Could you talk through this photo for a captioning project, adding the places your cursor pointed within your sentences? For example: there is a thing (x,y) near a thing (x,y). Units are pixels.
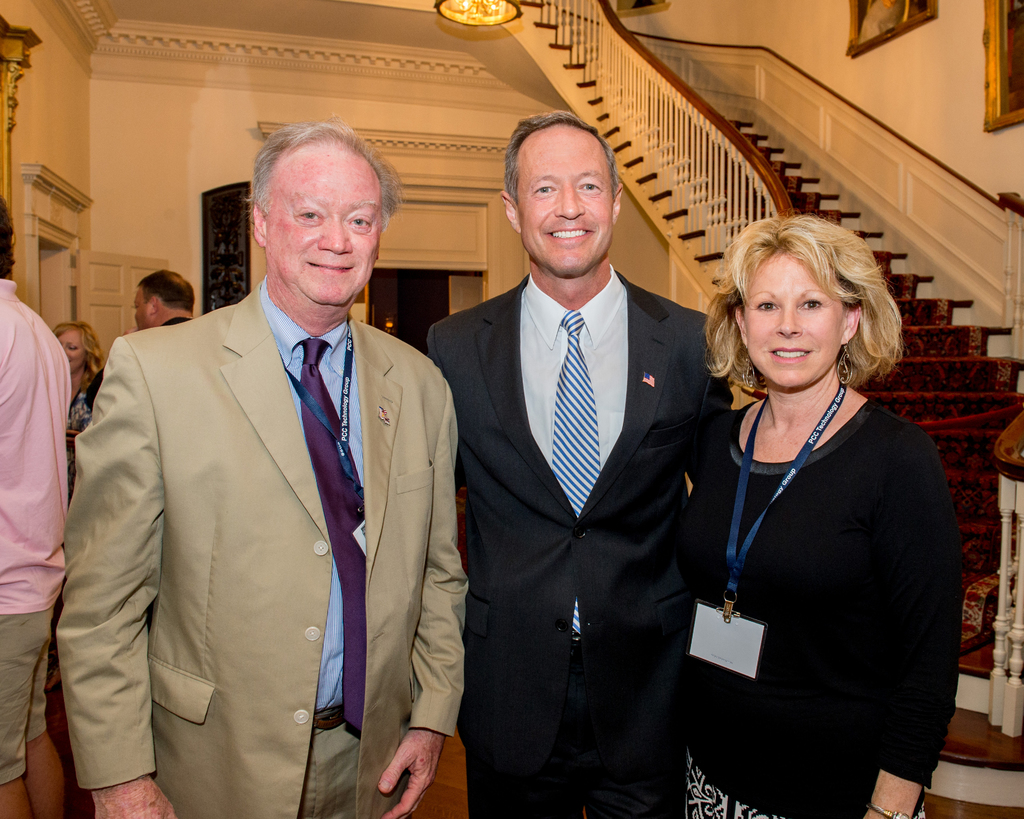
In this image there are few people (296,178) in the hall (216,149), a light (452,16) hanging from the roof (455,36), few frames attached to the wall (392,218), stairs (927,371) and the door (448,313).
